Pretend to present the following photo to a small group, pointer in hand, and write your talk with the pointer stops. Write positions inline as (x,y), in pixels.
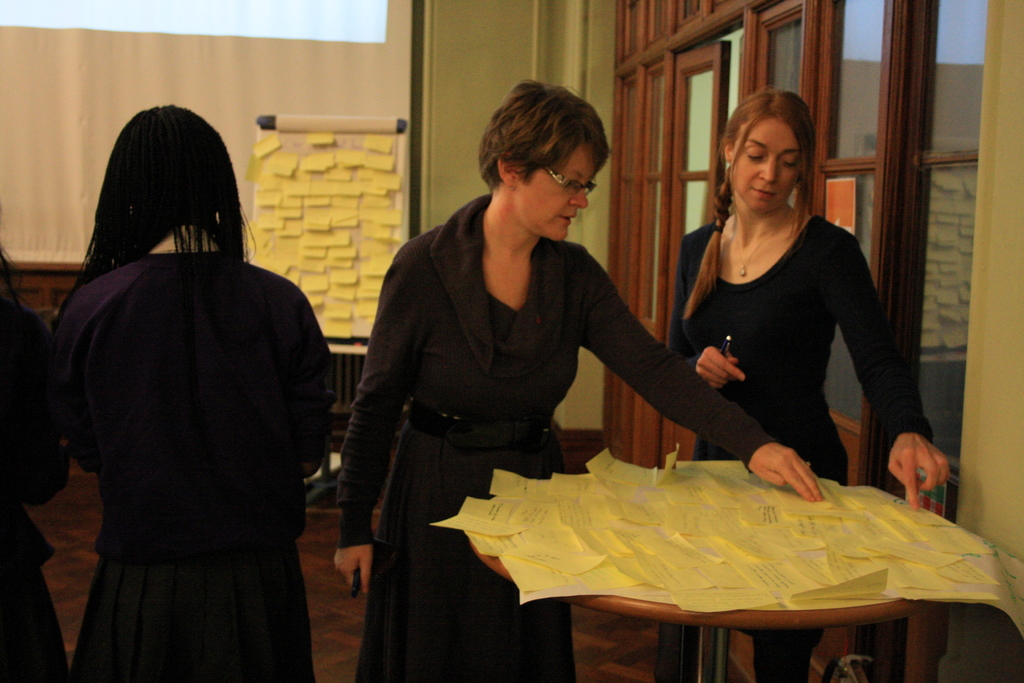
In this picture we can see three persons (196,421) standing on the floor (344,639). This is the table (821,624). On the table (821,624) there are some papers (767,527). On the background (473,43) there is a wall (506,76) and this is the door (706,103). Here we can see a screen (368,26). And this is the board (304,185).
